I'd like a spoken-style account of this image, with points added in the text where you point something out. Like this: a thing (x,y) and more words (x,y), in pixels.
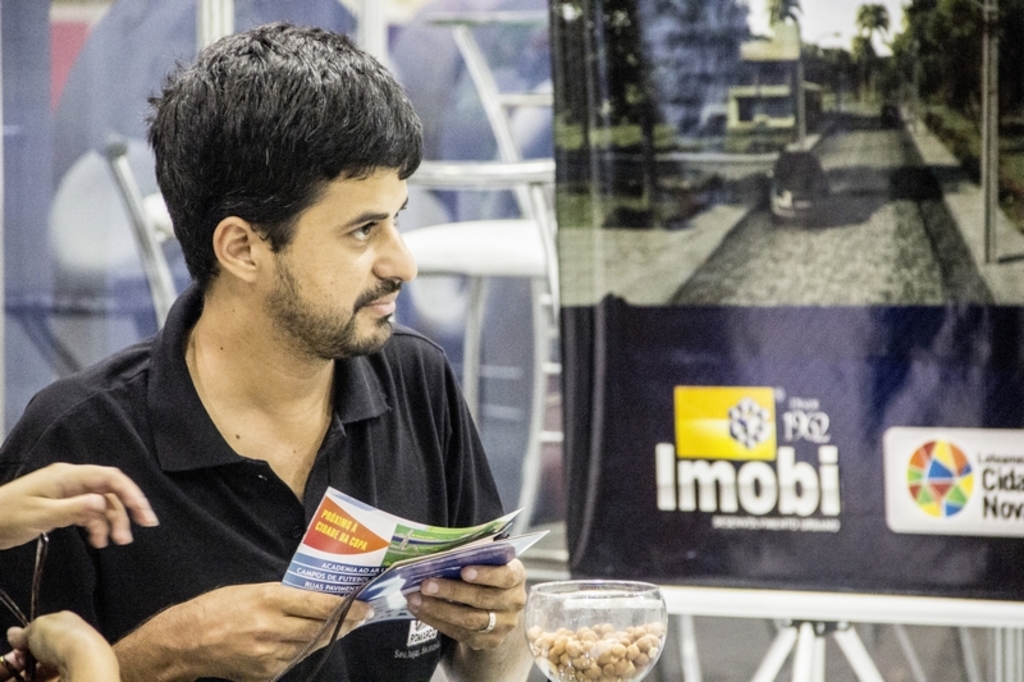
In this image I can see a person (345,361) wearing black colored t shirt (211,485) is holding few papers (362,549) in his hands (465,581). I can see another person's hands (95,520) to the left side of the image (75,624). In the background (817,462) I can see few banners (811,333) and few chairs (473,269).
